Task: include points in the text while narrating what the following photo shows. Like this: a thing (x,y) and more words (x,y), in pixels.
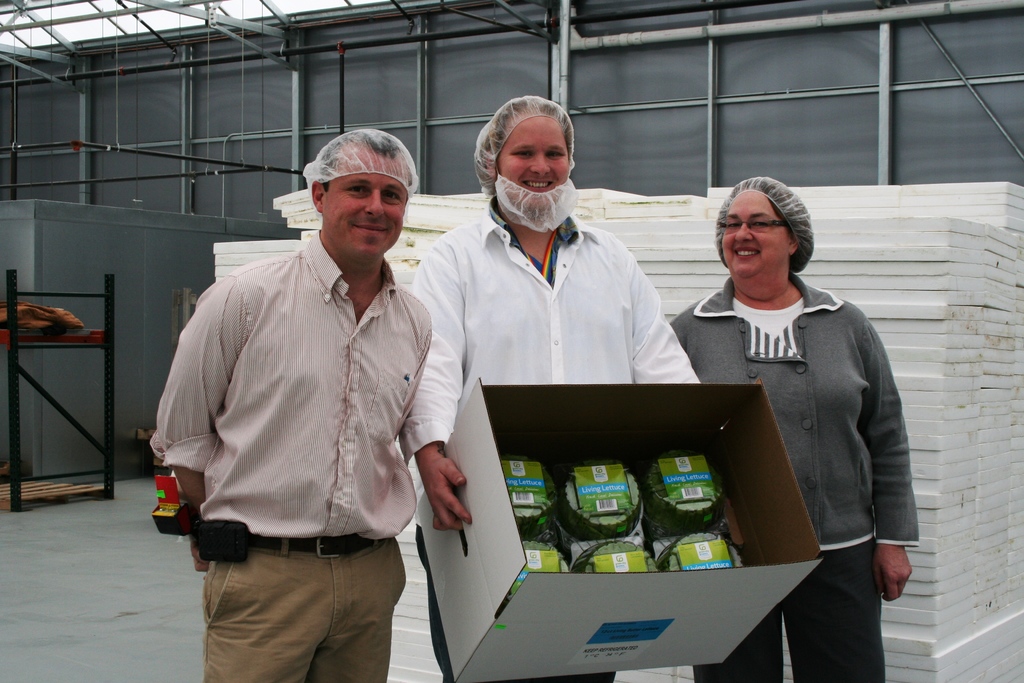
There are three persons (767,313) standing wearing head caps (365,142). Person (491,203) on the center (577,292) is wearing a mask (544,207). And he is holding a box (507,399) with some items (569,548) in that. In the background (425,90) there is a building (236,105) with rods (298,92) and pipes (633,15). Also there are some items (929,276) in the background (956,475).
